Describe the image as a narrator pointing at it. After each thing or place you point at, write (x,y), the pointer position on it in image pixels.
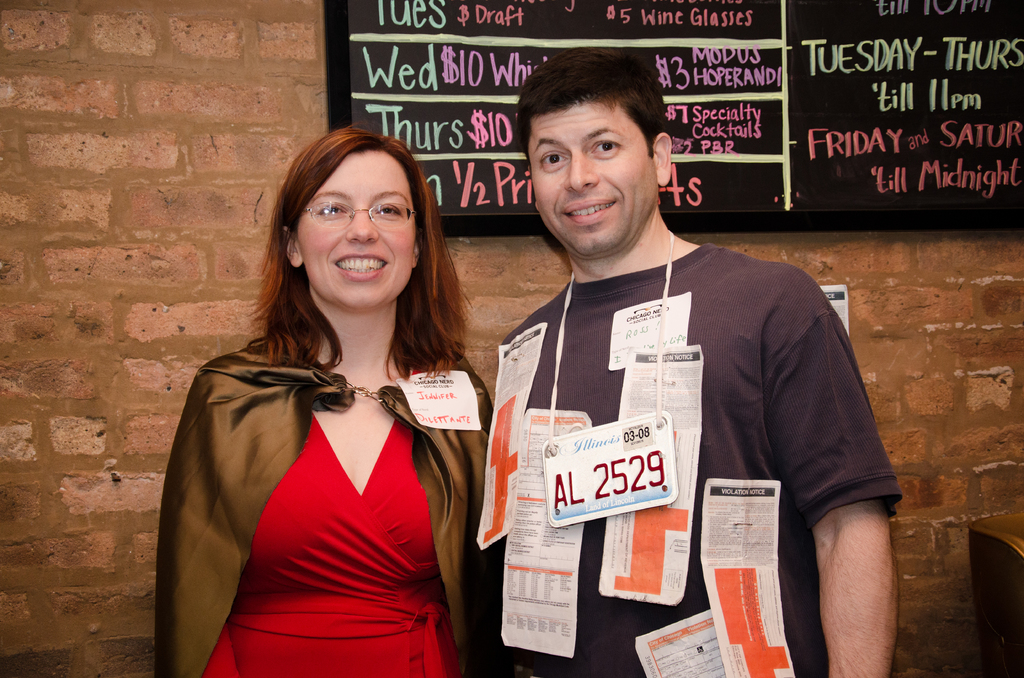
In this image, there are two persons (380,512) standing with tags (569,523) and papers (604,578) and they are smiling. In the background (538,304), I can see a board (685,155) attached to the wall (310,124).
